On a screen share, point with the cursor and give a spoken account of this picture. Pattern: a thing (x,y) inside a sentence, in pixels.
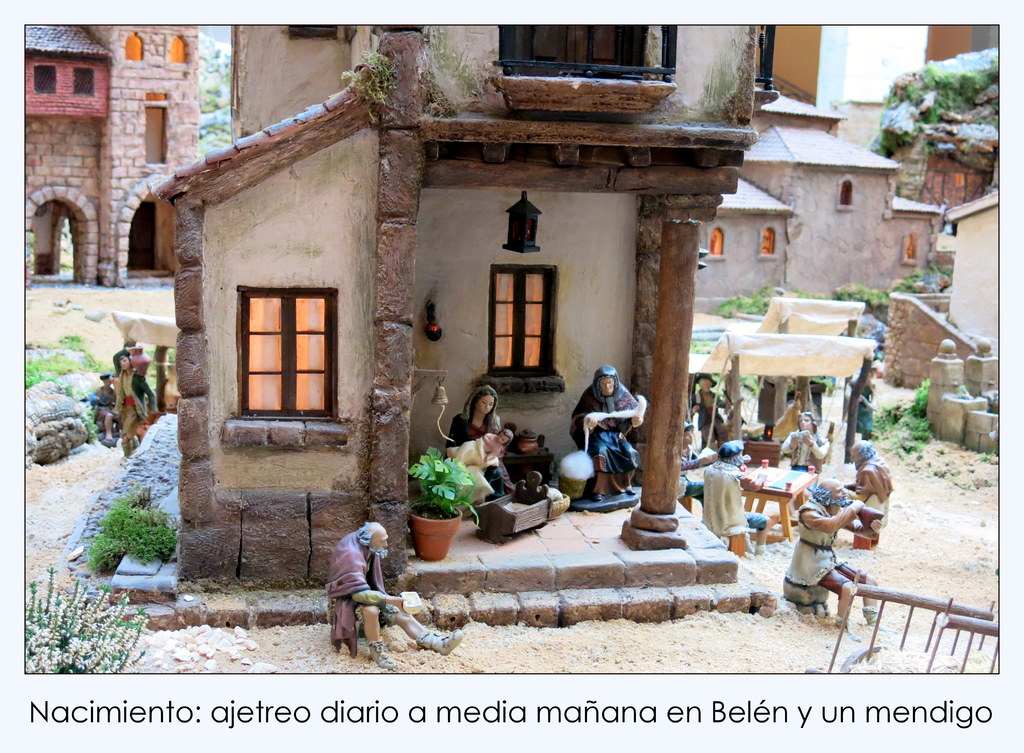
This picture consists of toys (368,591). In the foreground (486,456) we can see the group of persons (600,454) seems to be working and there is a woman (473,422) holding a baby (468,447) and seems to be sitting and we can see the house plant (439,481), houses (364,284), windows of the houses (891,239), wooden objects (930,640). On the right (727,498) we can see the group of persons (735,508) sitting on the chairs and there is a table (775,469) on the top of which some items (791,479) are placed and we can see the tents (801,362). On the left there is a person (379,621) sitting on the ground (427,667). In the background (124,389) we can see the group of persons (138,379) seems to be working and we can see the buildings (175,108) and some other objects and some plants (79,625).
